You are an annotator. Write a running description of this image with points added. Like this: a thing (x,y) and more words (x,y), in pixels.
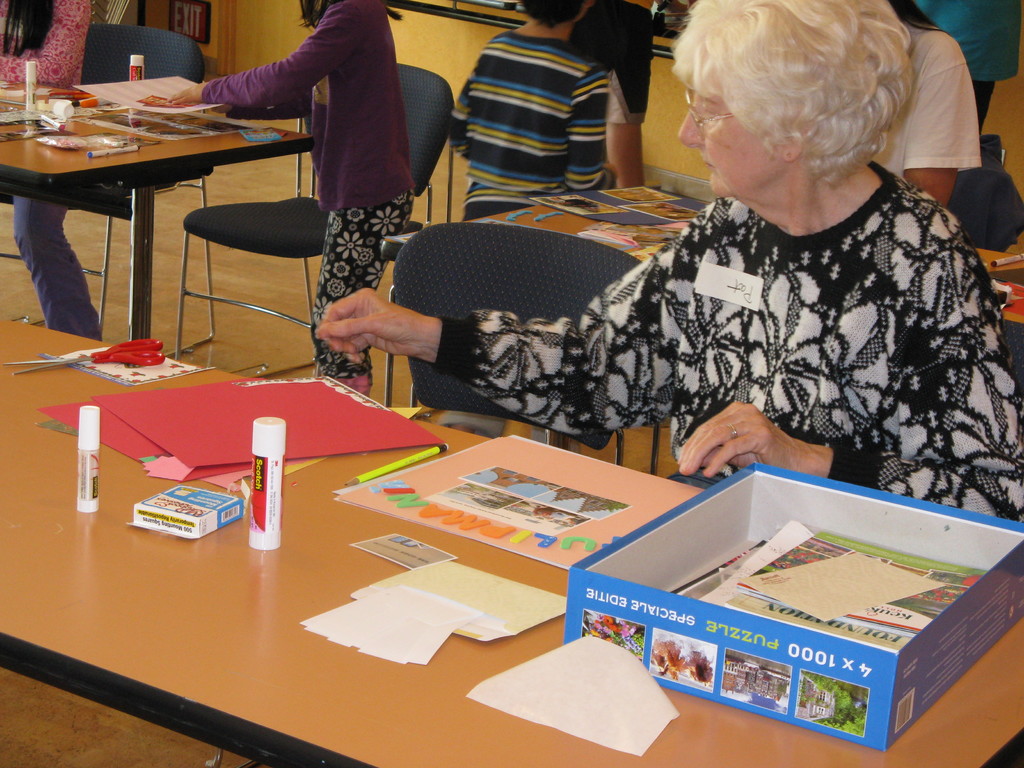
In this image there are group of people (401,197) in the room (237,73). In front (784,447) there is a woman (794,394) sitting on the chair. On the table (449,585) there are scissors (125,353), glue (260,514), craft papers (206,434) and some papers (823,583) in the cardboard box (819,692). At the background (524,145) there are few people (457,130) standing on the floor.
